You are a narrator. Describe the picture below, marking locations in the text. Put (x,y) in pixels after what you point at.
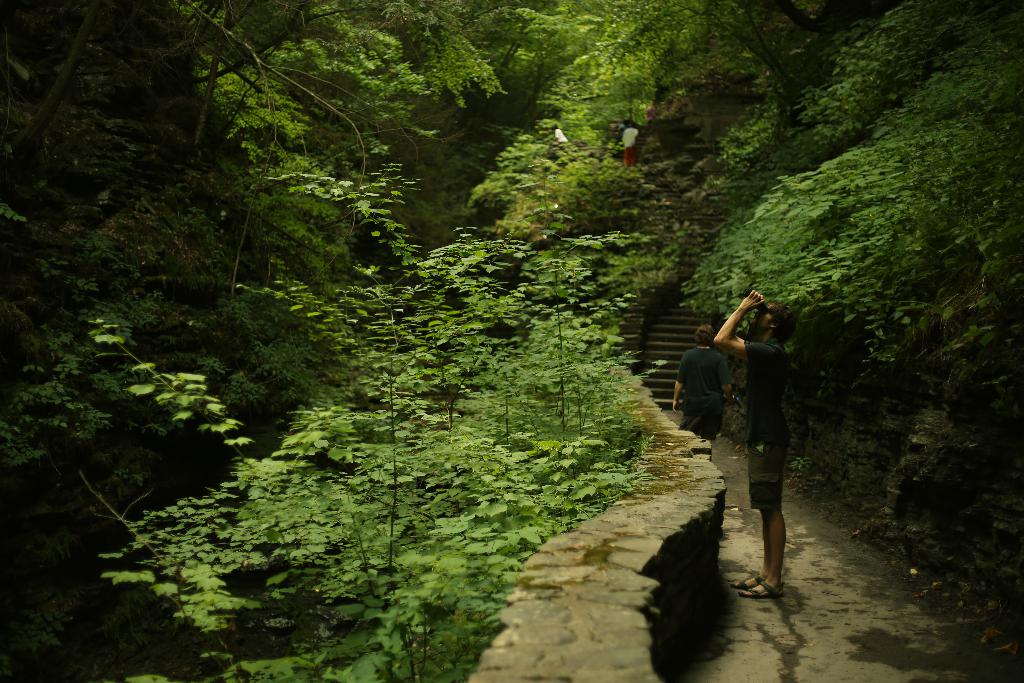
In this image we can see few persons (780,485). In the foreground (774,418) we can see a person (764,429) holding an object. Beside the person (775,473) we can see a wall (709,476). Behind the person (751,347) we can see a group of trees (612,310) and stairs (675,359).
